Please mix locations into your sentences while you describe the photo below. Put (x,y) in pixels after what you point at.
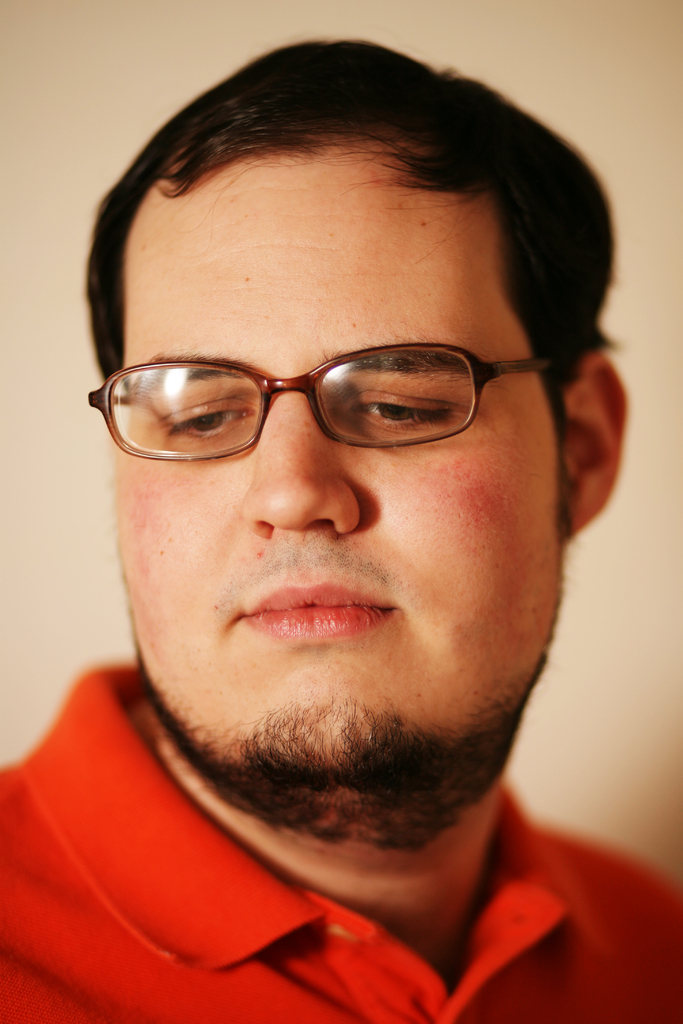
In this image, we can see a person (419,708) wearing a red t-shirt (191,917) and glasses (337,431). Background (101,626) we can see white color.
